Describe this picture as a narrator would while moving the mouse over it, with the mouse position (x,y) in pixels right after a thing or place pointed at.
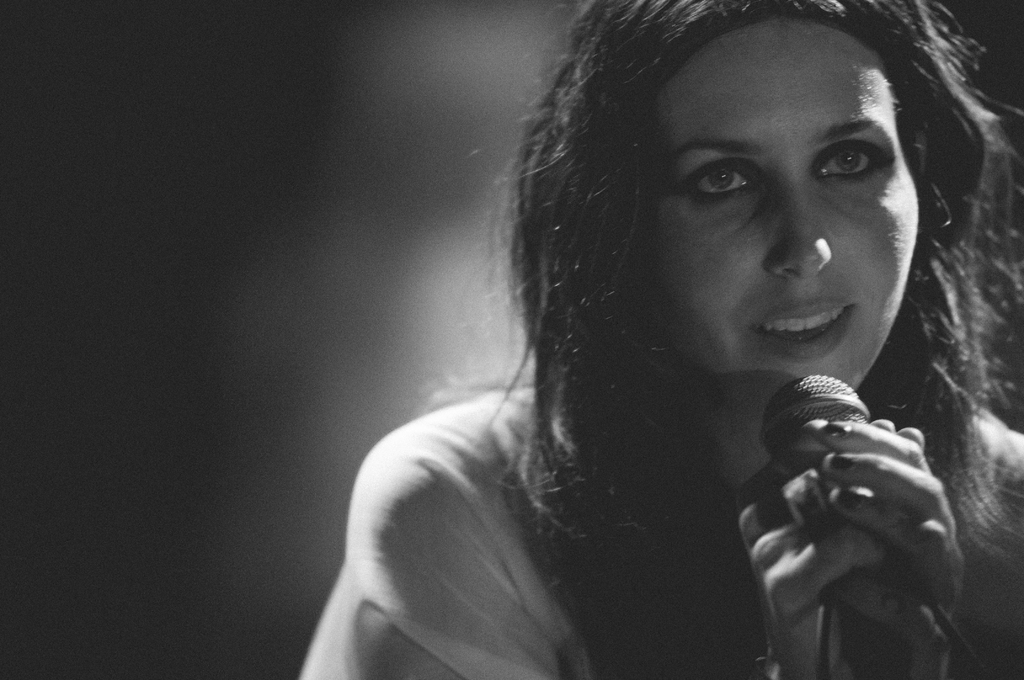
In this picture there is a woman (811,320) who is holding a mic (795,413) in her hand (874,433). She is singing.
